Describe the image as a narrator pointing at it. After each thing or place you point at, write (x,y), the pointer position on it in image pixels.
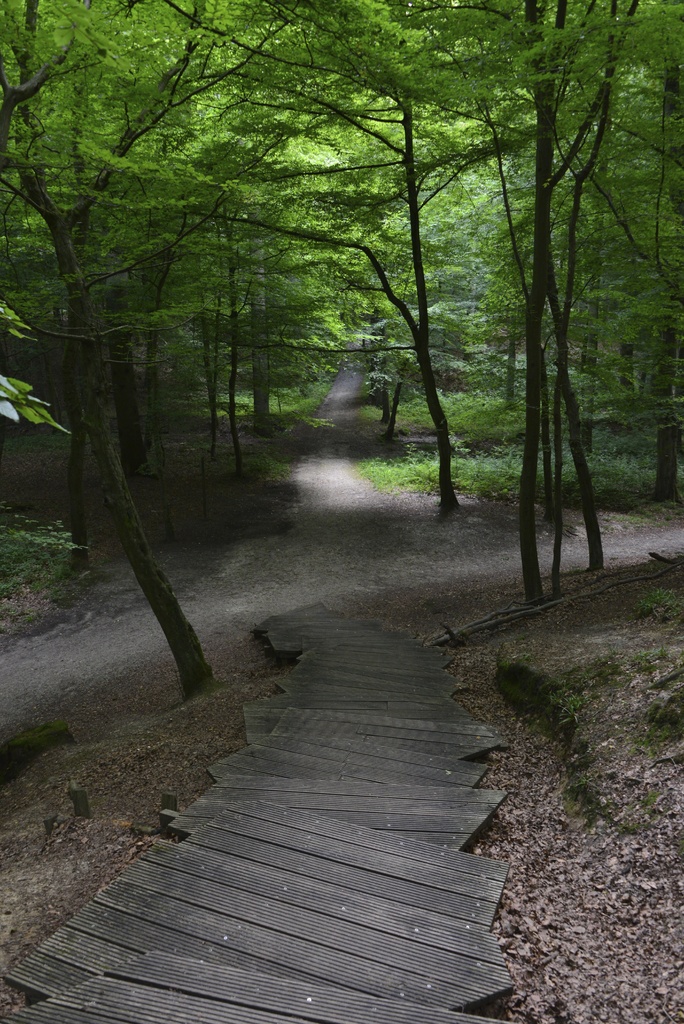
In this picture we can see wooden planks (297,688), road (331,510), plants (491,485), dried leaves (529,781) on the ground (598,818) and in the background (146,297) we can see trees (219,215).
